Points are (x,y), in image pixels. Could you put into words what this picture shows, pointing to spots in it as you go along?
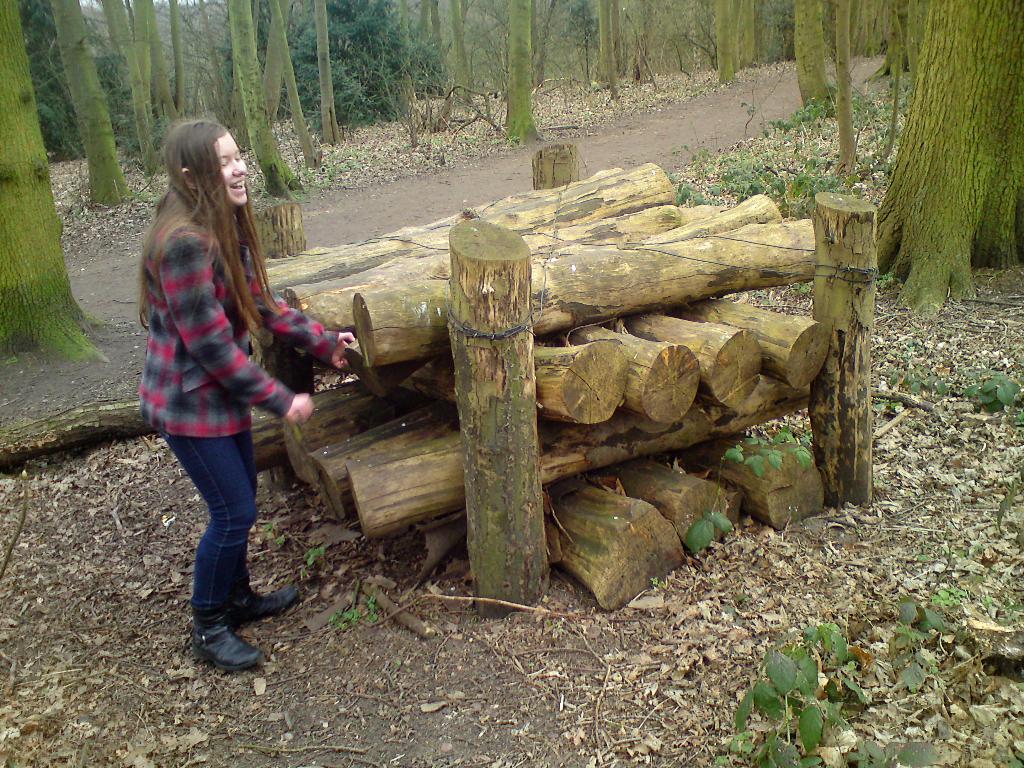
In this image I see a girl (171,338) who is standing and I see that she is smiling and I see log of woods (642,260) over here and I see the path (0,365) on which there are dry leaves (609,94) and I see number of trees (840,14) and small plants (765,443).
